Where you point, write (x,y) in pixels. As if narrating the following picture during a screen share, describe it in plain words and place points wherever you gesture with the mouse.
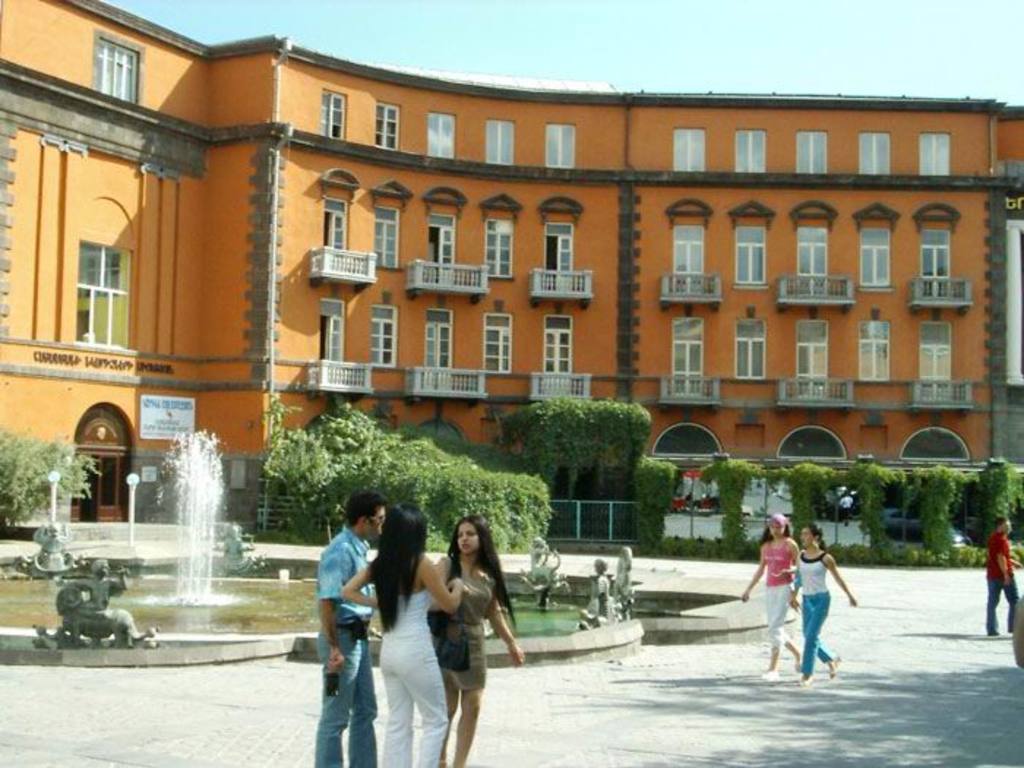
This image consists of many people (517,659) walking and standing. In the middle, there is a fountain (181,541). In the background (146,280), we can see a building (761,419) along with windows (343,233). In the front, there are trees (415,502) and plants (730,487). At the top (752,14), there is sky (664,35).
